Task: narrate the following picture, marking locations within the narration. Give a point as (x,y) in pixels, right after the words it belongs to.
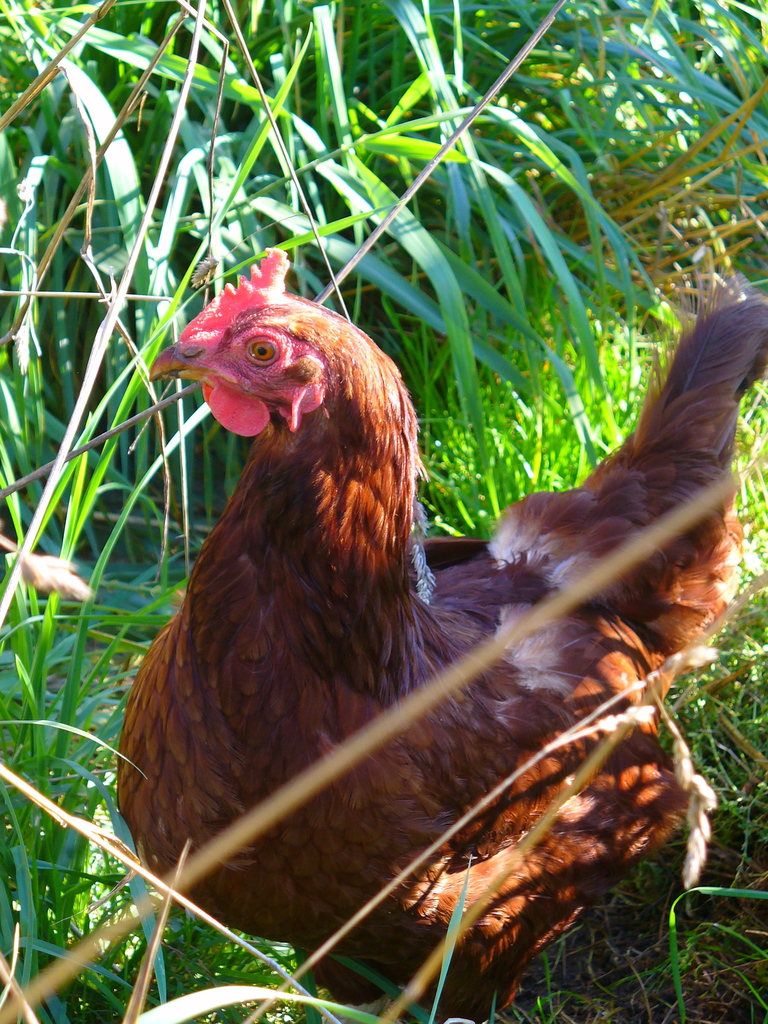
In this picture we can see a hen (408,944) and behind the hen (256,594) there are plants (102,271).
